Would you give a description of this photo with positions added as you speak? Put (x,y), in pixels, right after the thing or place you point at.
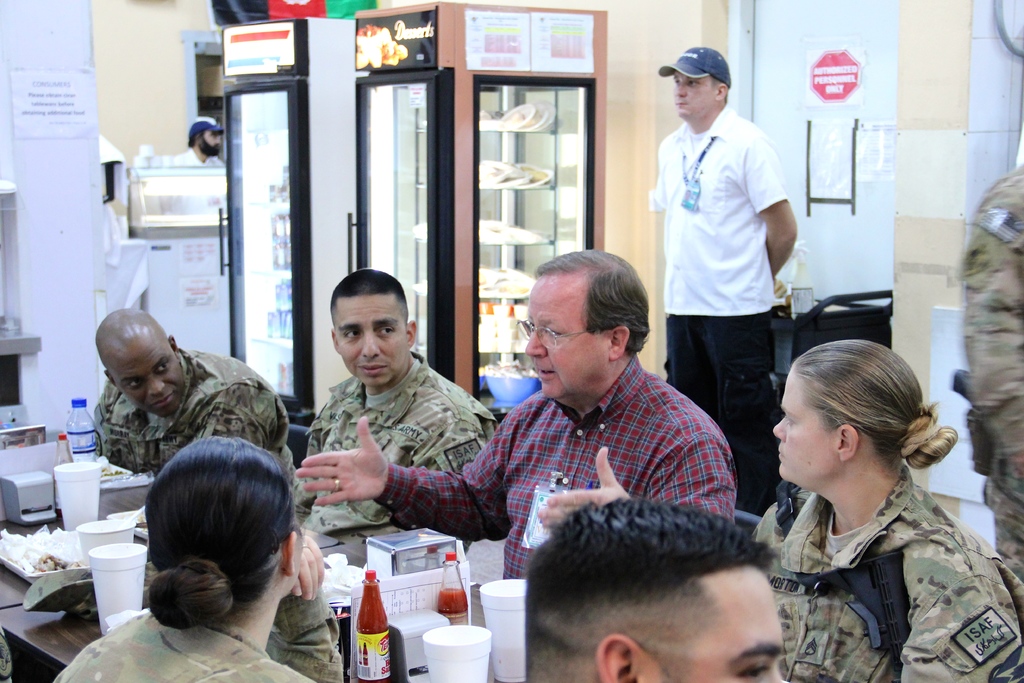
In this picture I can see bottles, paper cups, plates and some other objects (419,642) on the table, there are group of people (423,469) sitting, there is a man (777,387) standing, there are refrigerators (567,215) with some items (488,119) in it, and in the background (765,28) there are some objects (12,337).
